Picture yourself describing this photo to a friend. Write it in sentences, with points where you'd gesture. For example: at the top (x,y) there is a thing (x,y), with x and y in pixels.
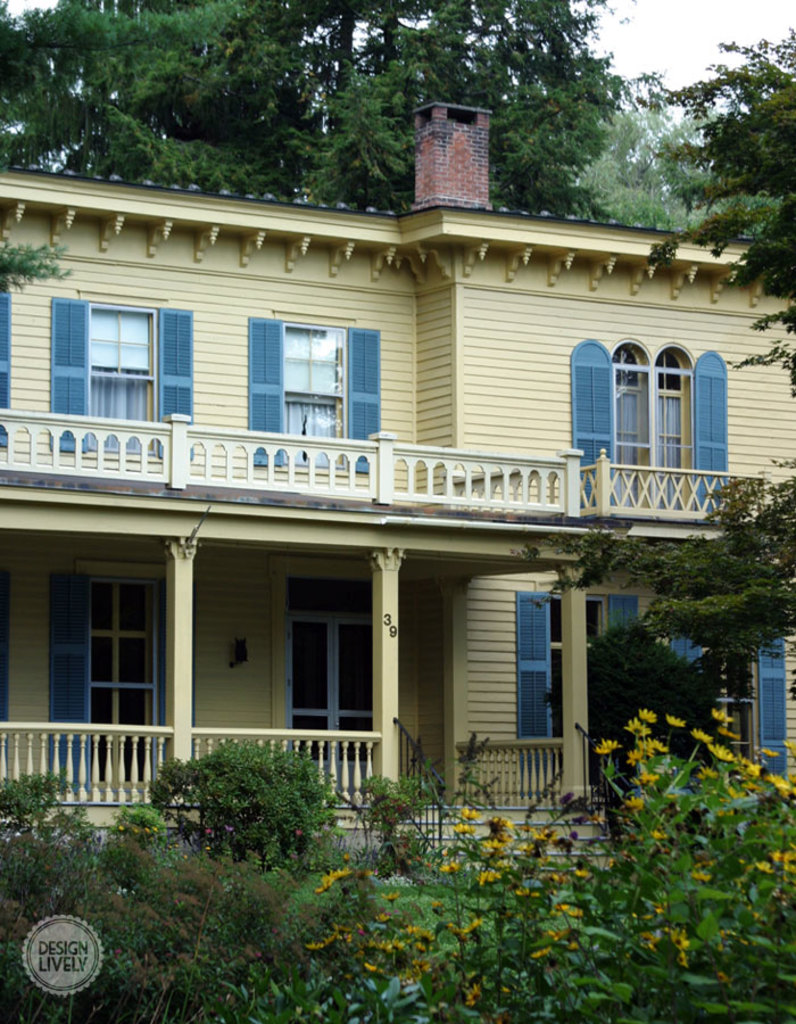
In this image we can see a building (538,613) with windows (95,642), doors (299,647), railing (348,458) and other objects (534,642). At the top of the image (102,25) there are trees (397,110) and the sky (676,35). At the bottom of the image (369,905) there are plants (668,925). On the image there is a watermark (57,923).
